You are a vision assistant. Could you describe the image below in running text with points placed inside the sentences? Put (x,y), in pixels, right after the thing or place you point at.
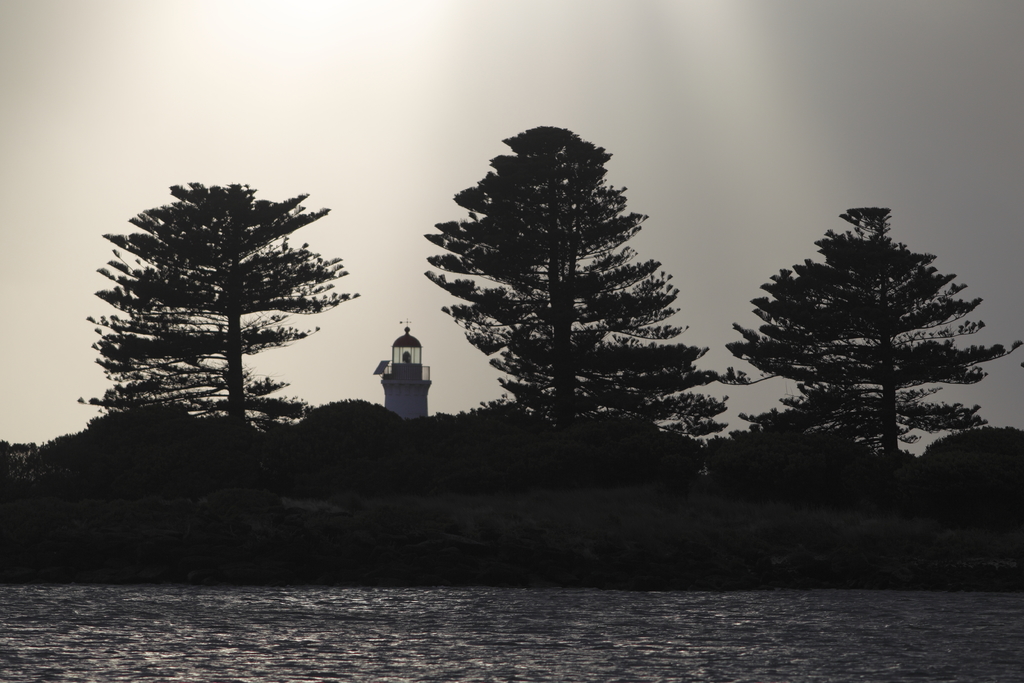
This is an outside view. At the bottom (277,652), I can see the water (277,652). In the middle of the image (356,434) there are trees (339,445). In the background (396,387) there is a tower (413,372). At the top of the image (325,75) I can see the sky (228,77).
